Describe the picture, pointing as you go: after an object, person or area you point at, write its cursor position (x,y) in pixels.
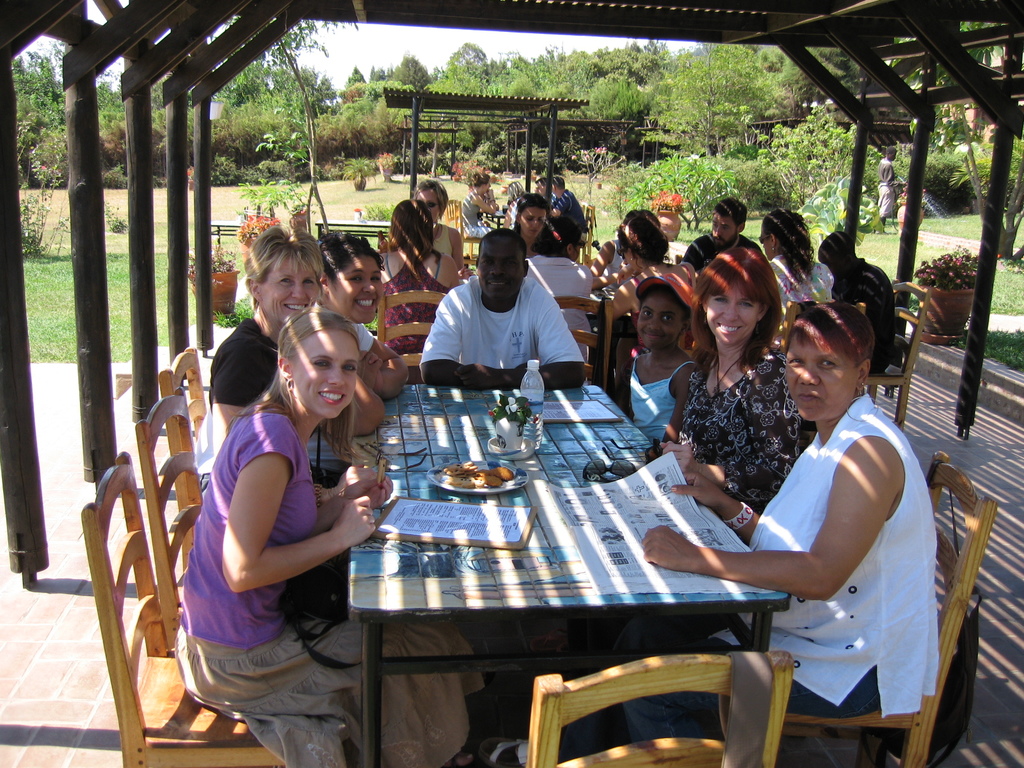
This is a picture taken in the outdoor, there are a group of people (532,335) sitting on a chair (188,446) in front of this people (267,357) there is a table (483,565) on the table (473,579) there is a paper (475,520), plate (513,477), bottle (532,403) and flower pot (507,423) and also there is a goggle (597,468). Background of this people (286,302) there is a shed (621,121) and trees (574,130). On top of this people (509,335) there is a shed (517,17).
